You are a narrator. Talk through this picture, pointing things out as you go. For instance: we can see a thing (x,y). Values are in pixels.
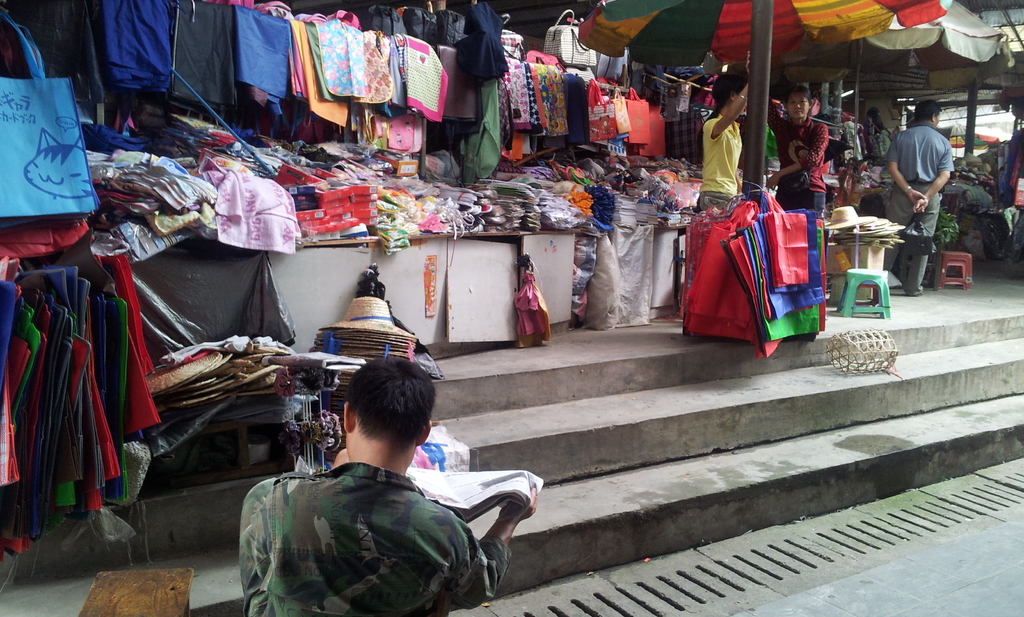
This picture describes about group of people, in the background (712,313) we can find few bags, clothes (256,193) and other things (487,203) on the tables (338,279), also we can find few hats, chairs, vegetables (953,219) and umbrellas (925,59).
